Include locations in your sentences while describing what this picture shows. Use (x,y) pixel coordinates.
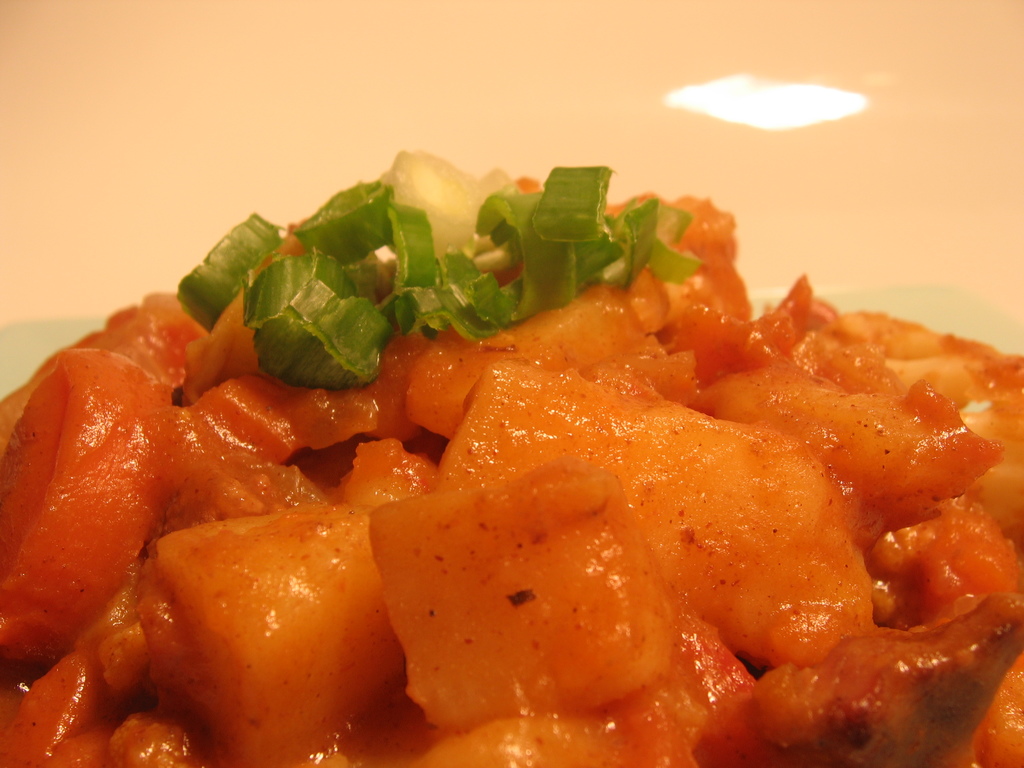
This is a zoomed in picture. In the foreground (947,506) we can see some food item (625,492). In the background (775,101) there is a light (806,102).
